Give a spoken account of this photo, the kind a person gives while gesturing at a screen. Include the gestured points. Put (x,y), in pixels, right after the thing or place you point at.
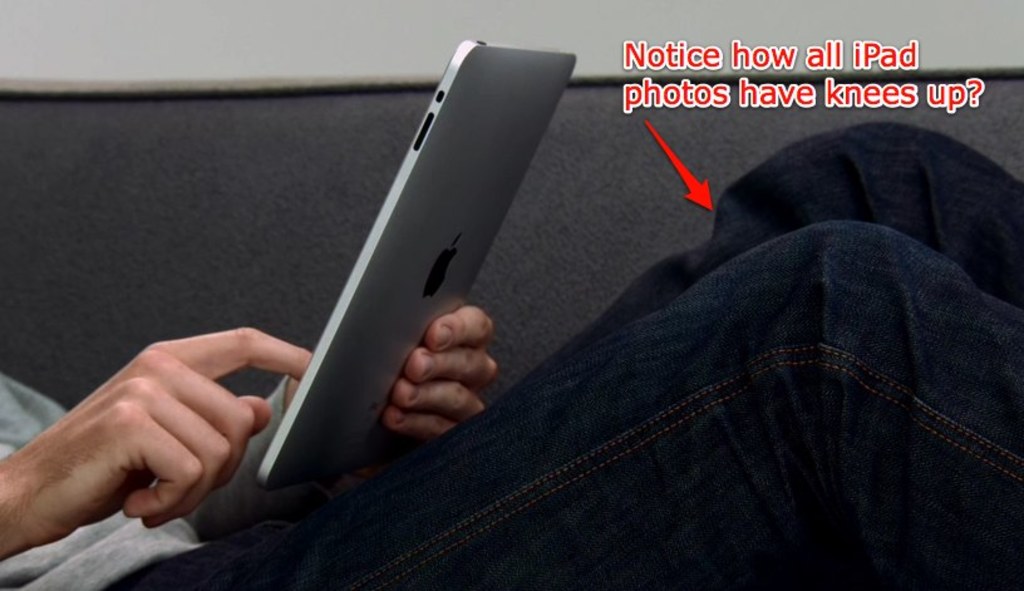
In this image we can see a person (501,465) holding a i pad (396,229). Also something is written on the image. In the back (746,72) there is a wall (859,32).
